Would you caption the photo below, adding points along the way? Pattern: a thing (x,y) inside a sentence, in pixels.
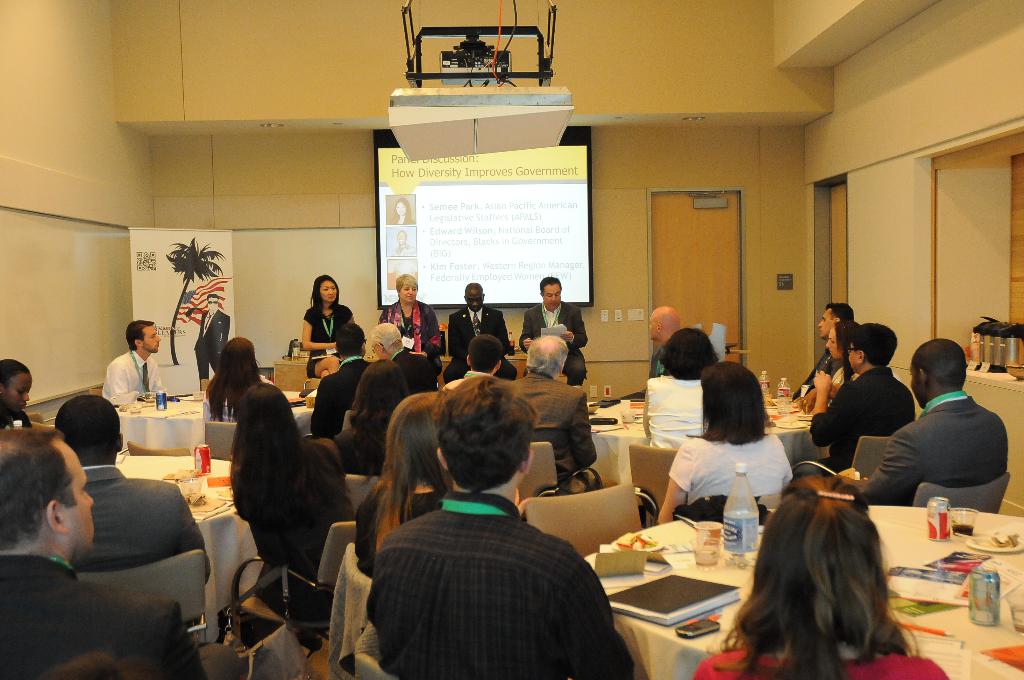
In this image there are chairs (587,521) and tables (622,448) on the floor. People (668,499) are sitting on the chairs (622,524). On the tables (212,460) there are coke cans (198,465), bottles (738,543), books (674,584) and few objects (965,524). There is a table (302,363) having few objects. Left side (216,301) there is a banner (211,285) having some painting (188,274). There is a screen (434,233) in the middle of the image (456,252). On the screen (526,230) there is some text (475,224) and photos (408,227) of people (404,212) are displayed. There is a projector (481,69) hanging from the roof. Right side (977,334) there are objects (1001,350) on the shelf (1003,376). Background (623,270) there is a wall (630,288) having doors (697,253).
